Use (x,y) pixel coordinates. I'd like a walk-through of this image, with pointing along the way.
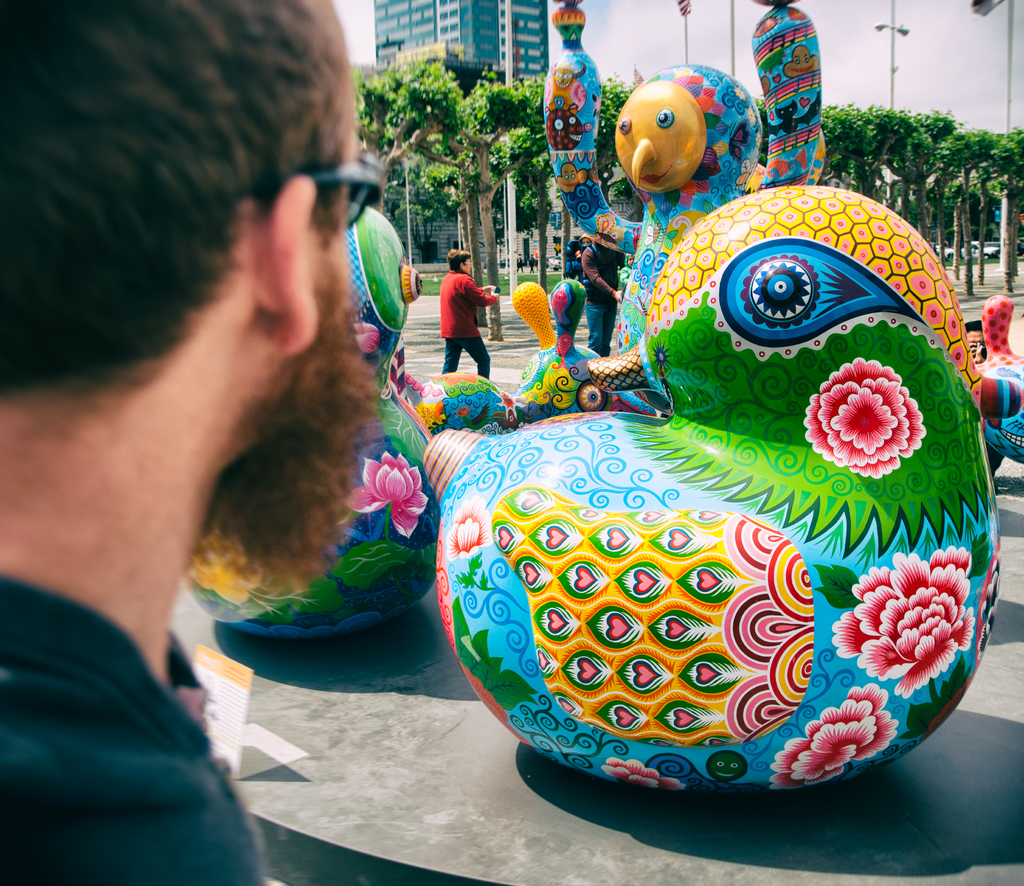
In this picture we can see a few people (51,673), colorful objects (610,465), poles (732,12), trees (968,144), a building (407,43) and the sky (844,43) in the background (843,103).
